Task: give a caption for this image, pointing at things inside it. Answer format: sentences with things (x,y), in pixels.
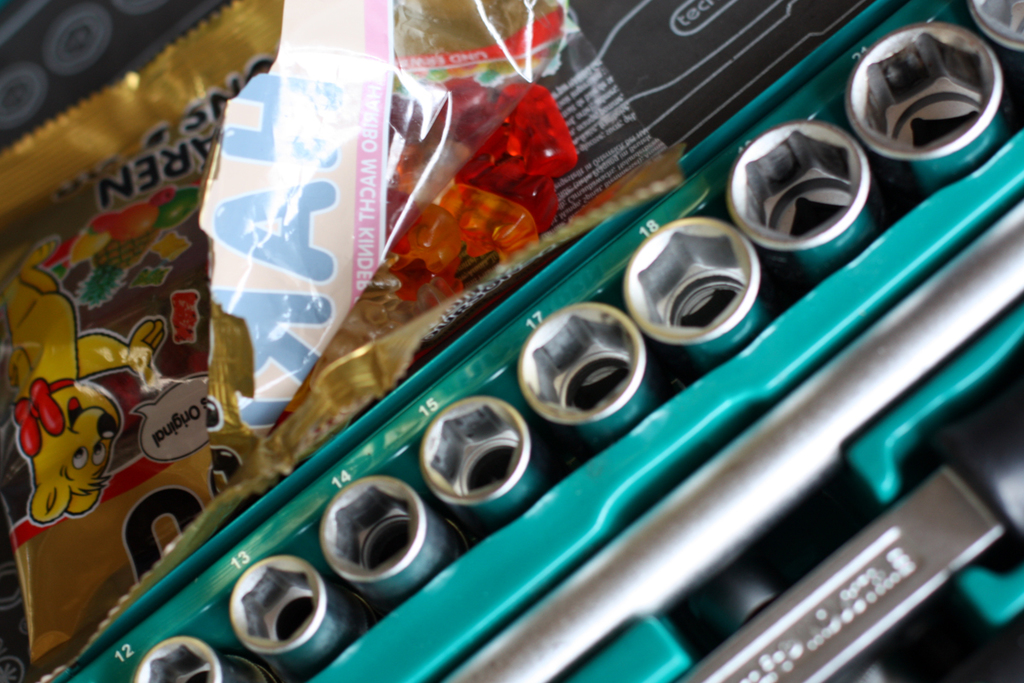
The picture consists of jelly packet (327,277), socket set (740,136) and various other things (706,46).
